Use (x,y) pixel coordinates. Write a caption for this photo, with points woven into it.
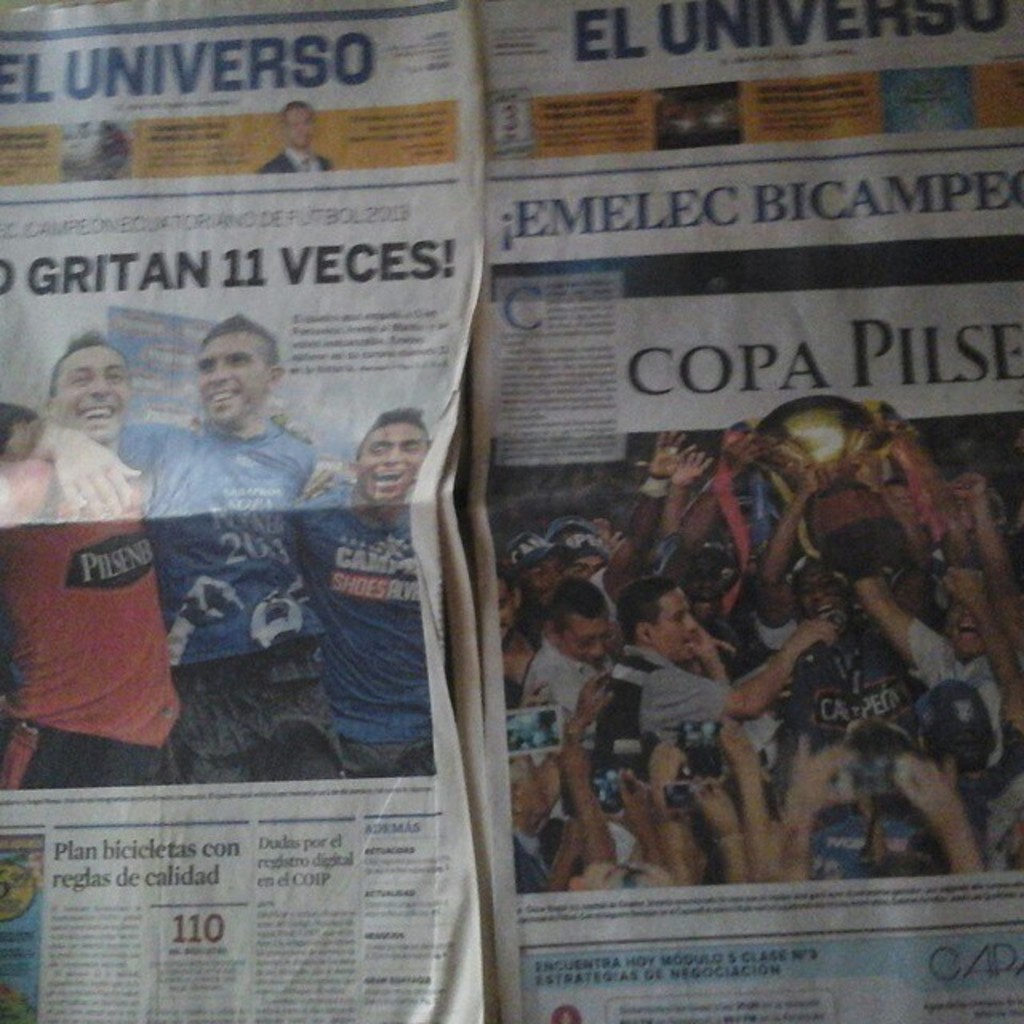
In this picture we can see newspaper (681,604). We can see some information (1006,354).
